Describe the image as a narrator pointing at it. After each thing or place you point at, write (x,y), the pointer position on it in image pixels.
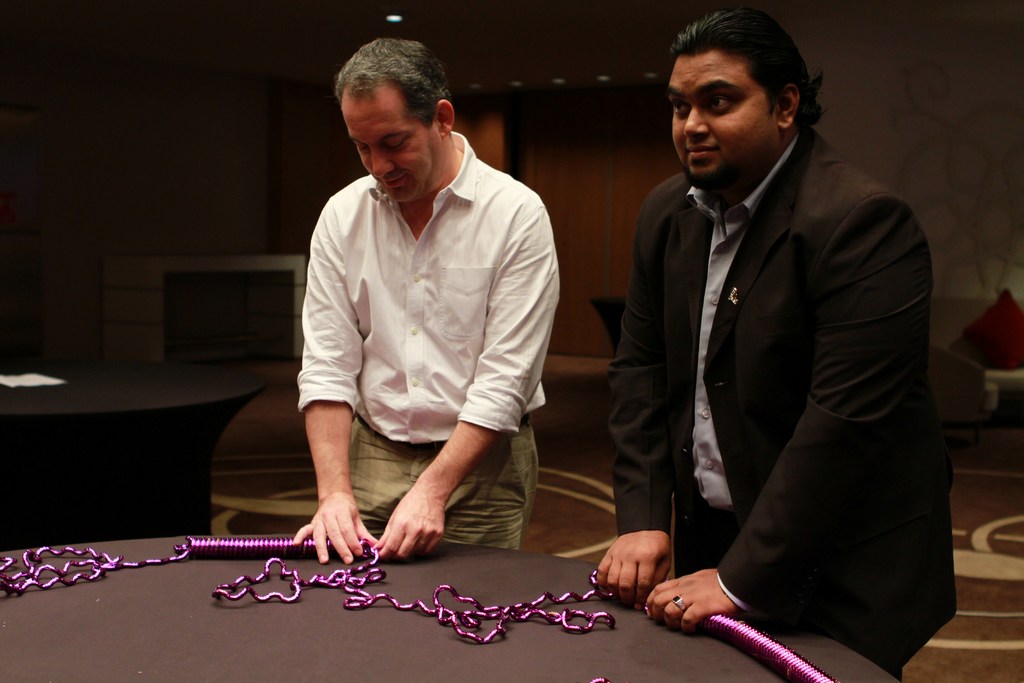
in the picture there are two persons (511,392) standing and doing something on the table (464,589).
